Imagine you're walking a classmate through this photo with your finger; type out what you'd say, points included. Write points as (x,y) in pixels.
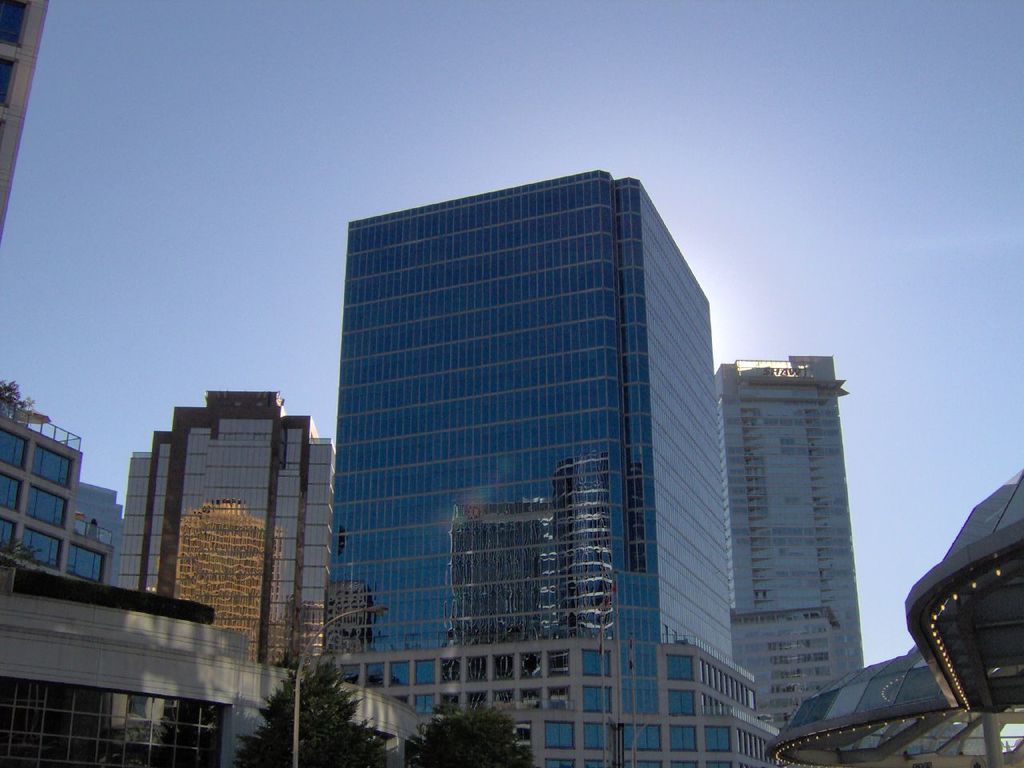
In this image there are buildings (520,618) and there are trees (330,720). In the front (296,719) there is a pole (345,614).
